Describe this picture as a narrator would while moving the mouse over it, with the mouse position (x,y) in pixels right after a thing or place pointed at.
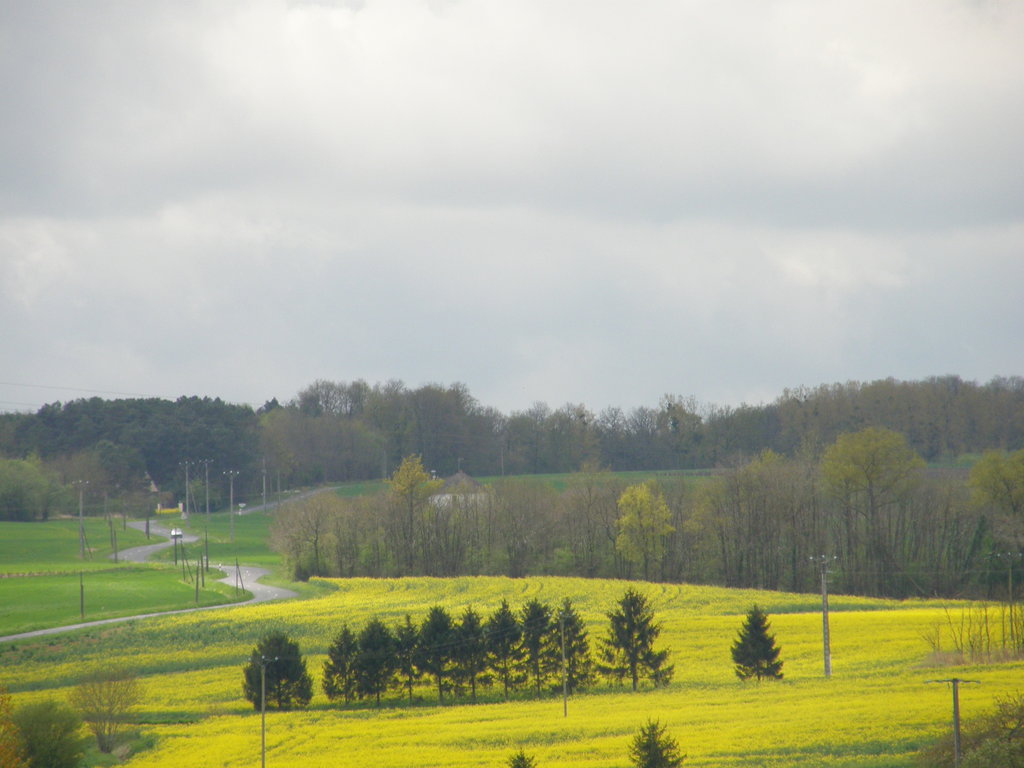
In this picture we can see grass (168,557) and trees (554,500), it looks like a vehicle (178,531) in the background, there are some poles (148,525) on the left side (233,528), we can see the sky (439,81) and clouds (506,57) at the top of the picture (506,57).
